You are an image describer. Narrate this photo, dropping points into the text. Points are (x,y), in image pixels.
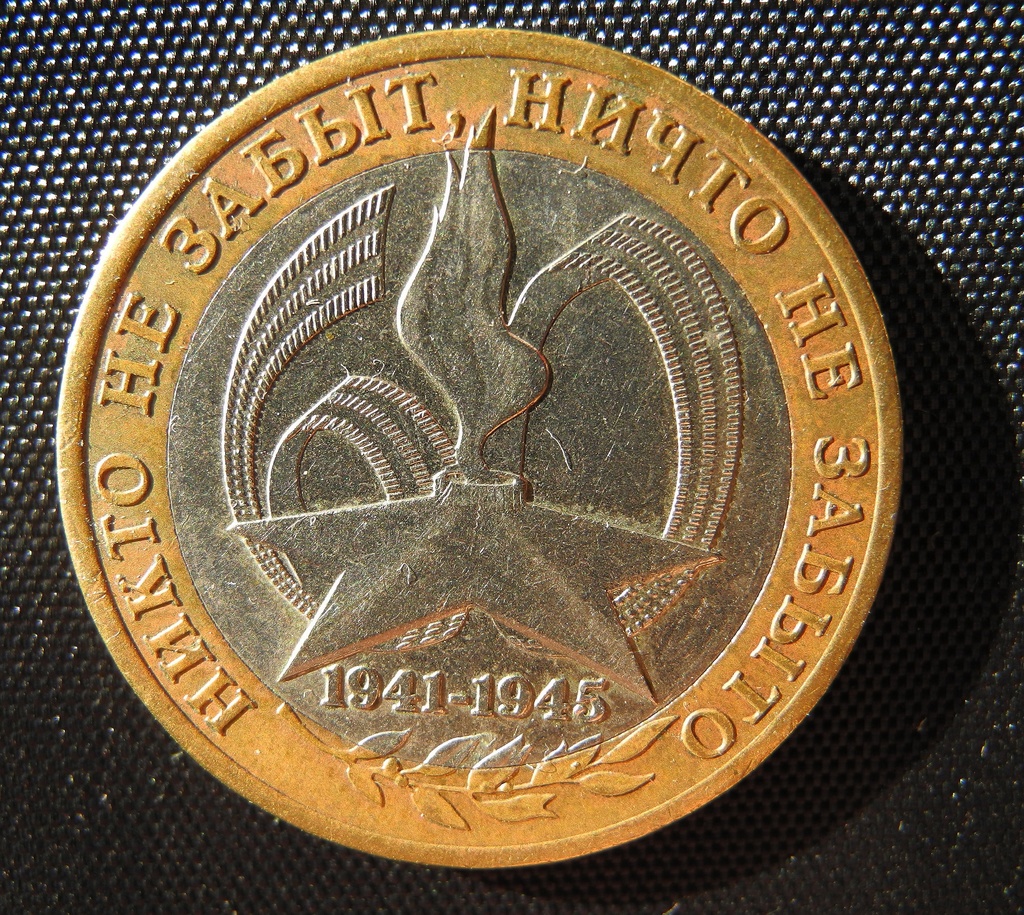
This picture shows a coin (188,470).
